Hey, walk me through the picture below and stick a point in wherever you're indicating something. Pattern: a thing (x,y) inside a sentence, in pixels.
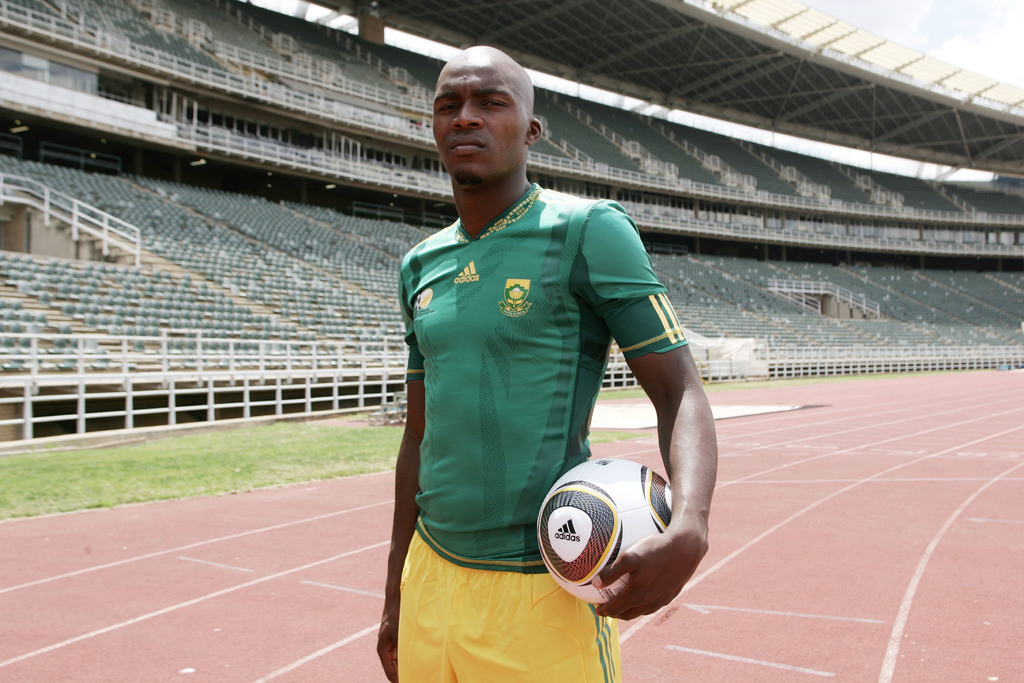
In this image I can see a man (425,303) in football jersey (422,469). I can also see a football (562,484) in his hand (642,564). In the background (16,146) I can see a stadium (711,277).
